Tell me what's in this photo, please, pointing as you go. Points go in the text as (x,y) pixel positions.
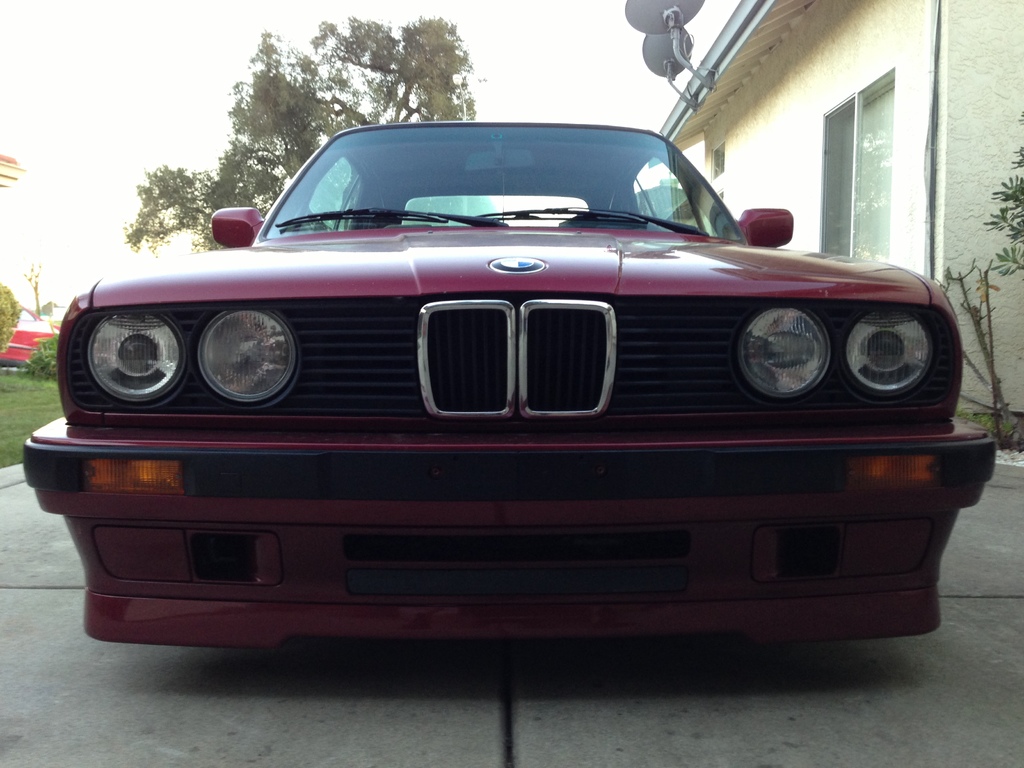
In this picture I can observe maroon color car (280,335) on the floor (82,734). On the left side (16,402) there is some grass (24,405) on the ground (13,404). On the right side (910,126) I can observe a house (913,166). In the background (377,101) there is a tree (317,123) and a sky (536,55).
